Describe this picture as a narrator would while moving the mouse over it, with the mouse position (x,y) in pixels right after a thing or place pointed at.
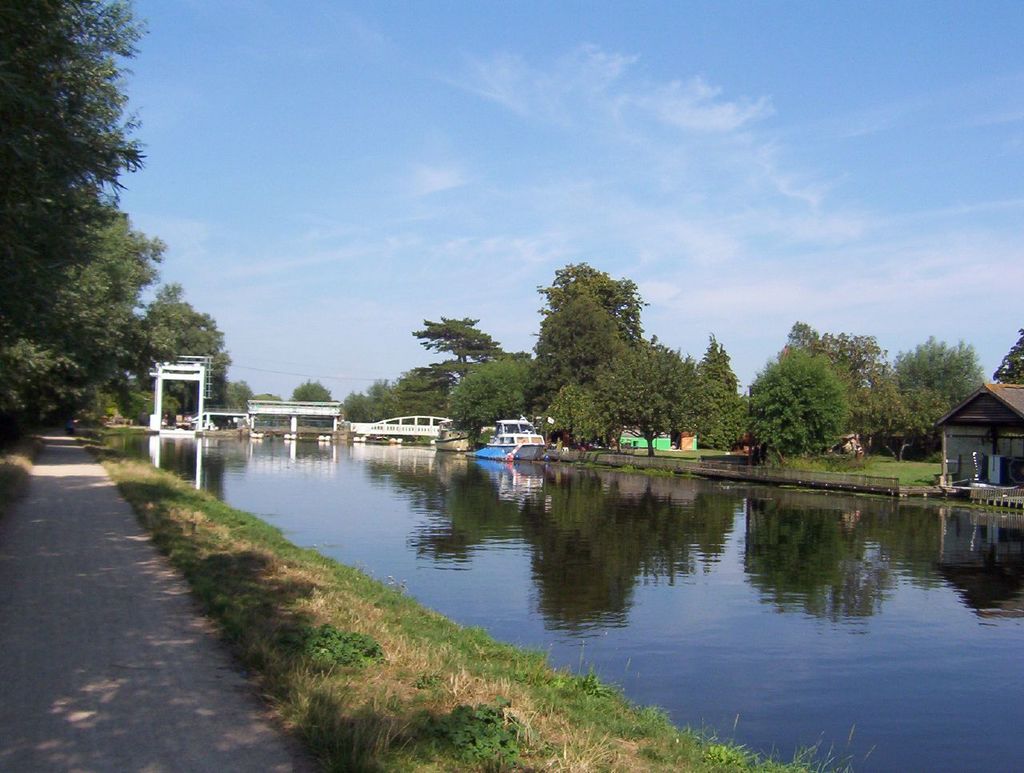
In this image there is a boat (531,459) sailing on the surface of the water (524,523). Left side (63,515) there is a path (93,498). Beside there is grassland (205,532). There is a bridge (402,421). Right side (984,414) there are houses (1018,448). Background (833,409) there are trees (651,375) on the grassland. Top of the image (568,149) there is sky (440,142).
